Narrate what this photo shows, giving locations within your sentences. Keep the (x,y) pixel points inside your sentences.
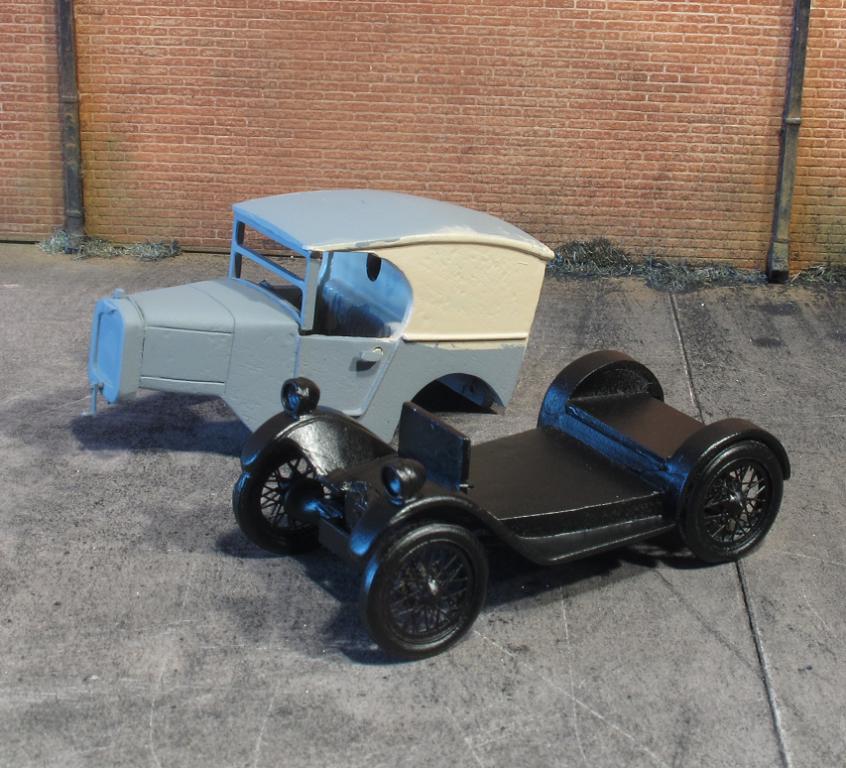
In this picture I can see parts of vehicles (404,430). In the background (336,105) I can see a wall of bricks (420,105).
